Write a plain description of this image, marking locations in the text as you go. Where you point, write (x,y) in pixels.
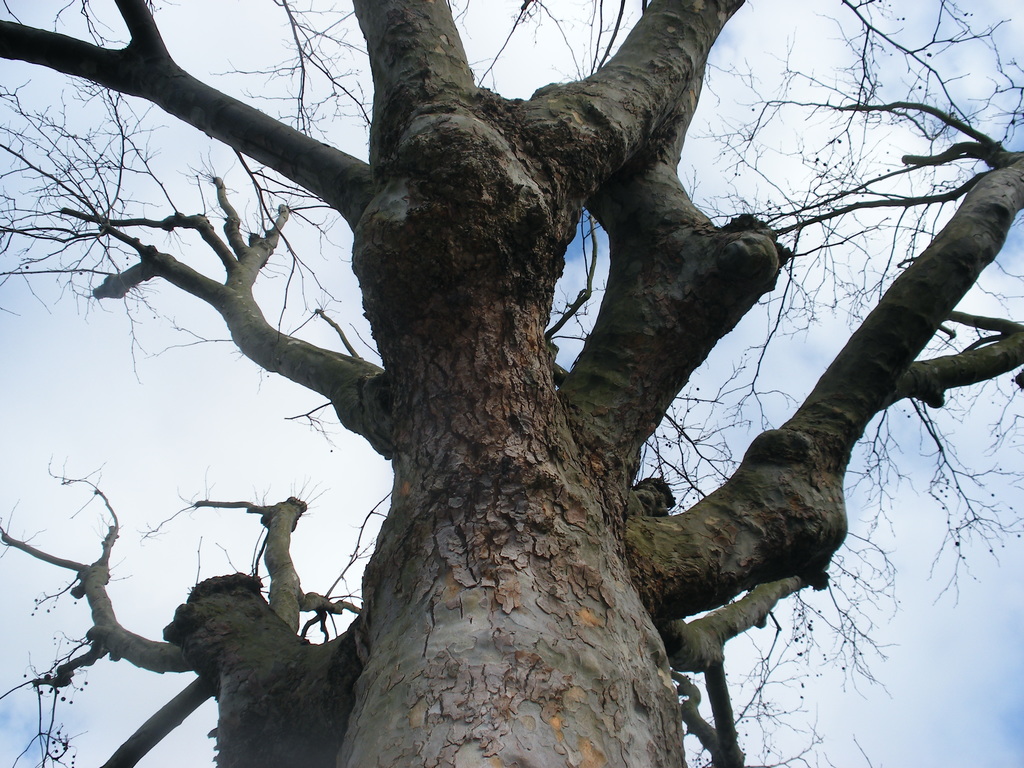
Here we can see dried tree (855,376). Sky (129,408) is cloudy.
